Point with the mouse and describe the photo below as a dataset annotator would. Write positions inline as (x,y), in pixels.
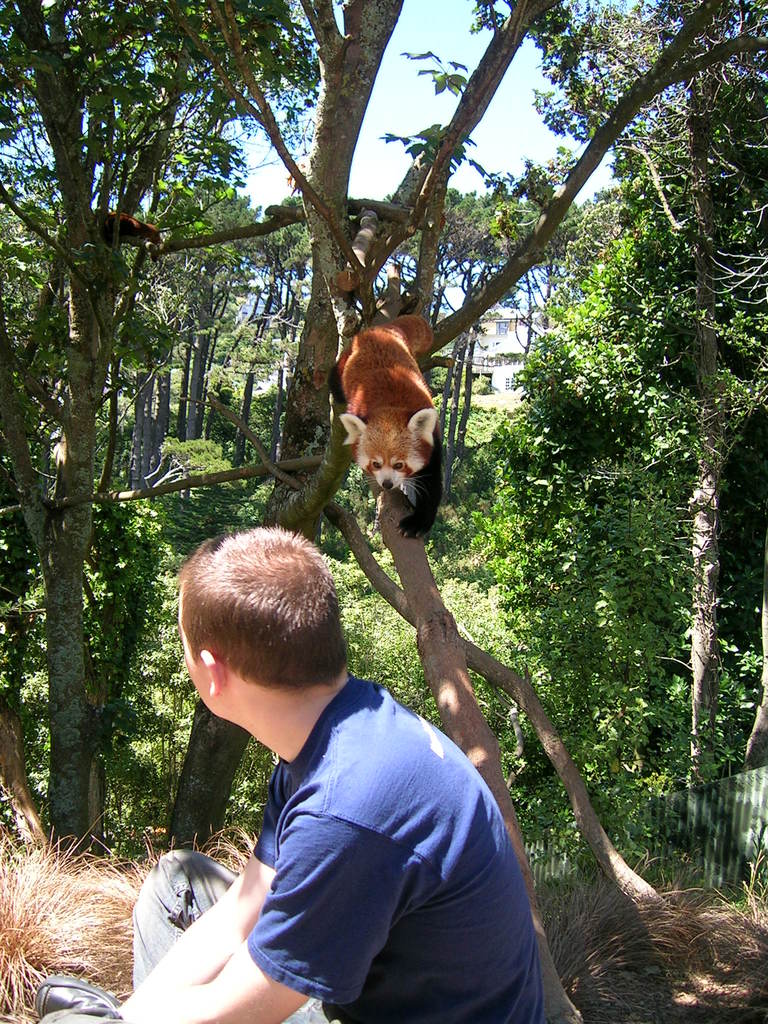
In the picture we can see a person (335,761) sitting on the grass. We can also trees (104,357) and plants (513,480). We can also see an animal (401,447) on the branch (419,583). In the background (478,181) we can see a building (516,344) and sky (361,139).
